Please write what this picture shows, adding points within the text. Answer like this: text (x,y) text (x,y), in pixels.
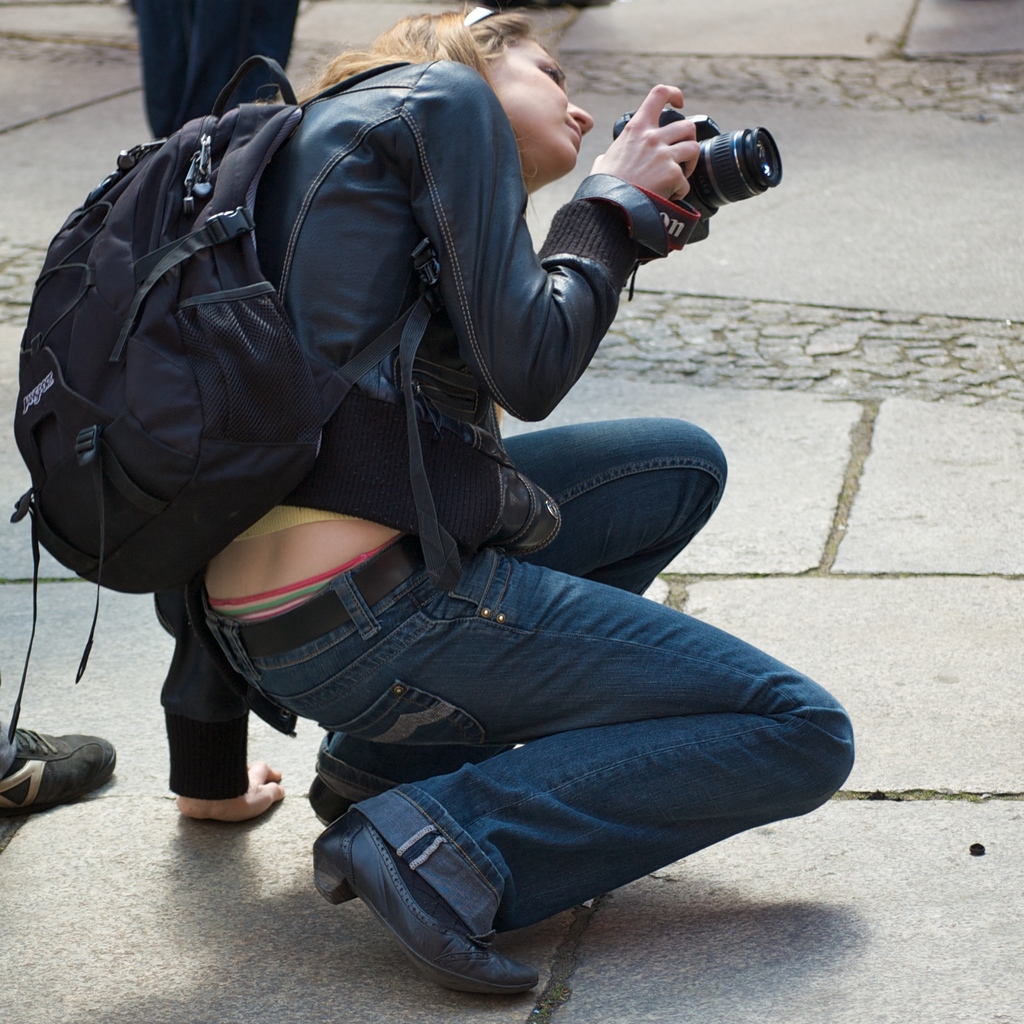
This image consists of a person (197,612) who is sitting. She is holding a camera (699,177), she also has bag (284,374), she is wearing black color jacket (506,345) and blue color jeans (605,660) with black shoes (380,863). A person's shoe (84,782) is visible on the left side (79,763).
